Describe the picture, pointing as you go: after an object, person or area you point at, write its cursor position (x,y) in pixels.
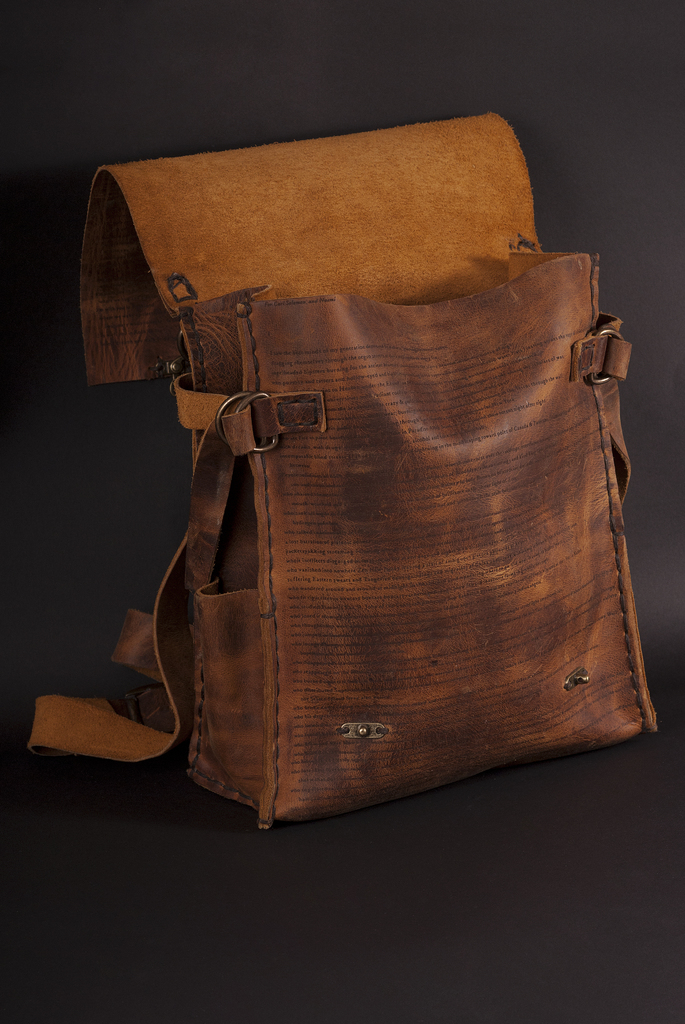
In this picture there is a bag (446,569).
